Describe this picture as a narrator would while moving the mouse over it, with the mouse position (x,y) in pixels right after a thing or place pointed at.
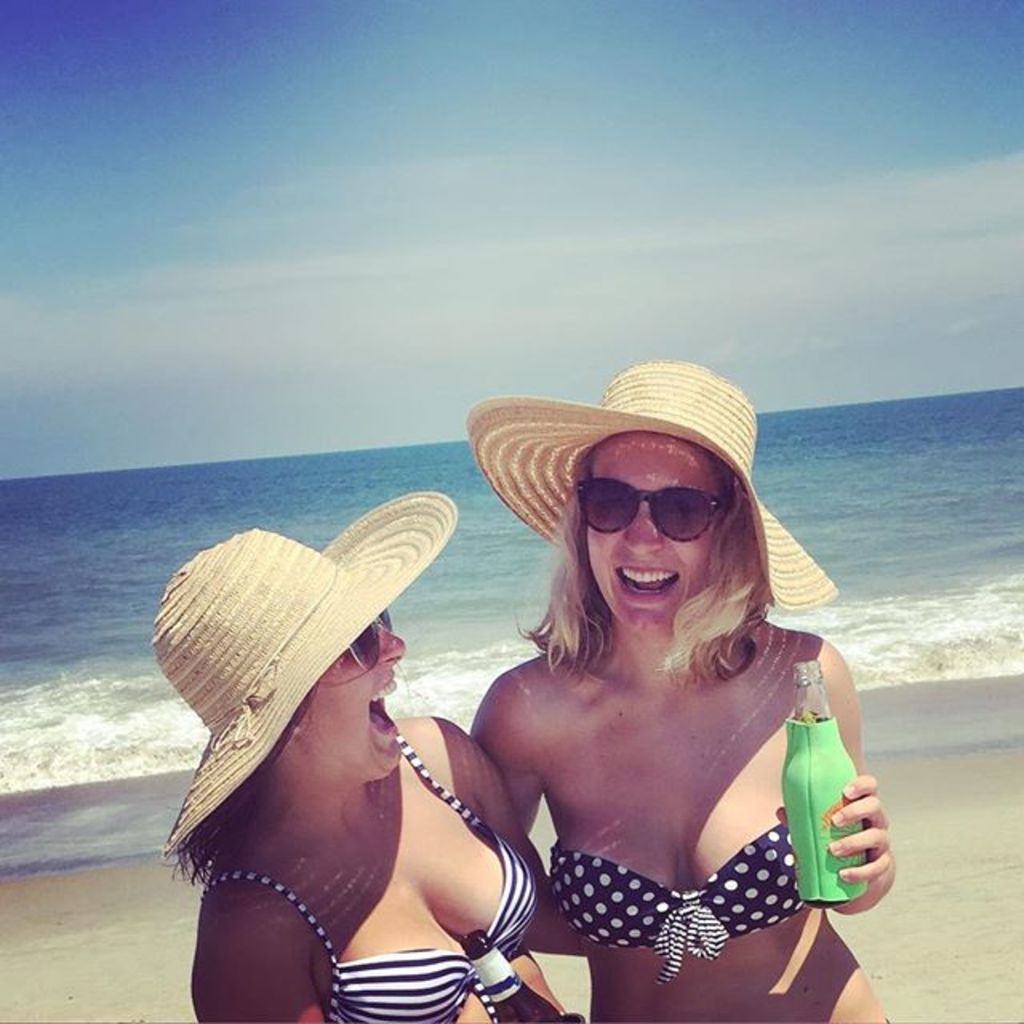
In this image there are two woman (686,831) standing on the land (929,940). They are wearing swimsuit (438,985), goggles (336,672) and hats (397,499). They are holding bottles (509,965) in their hand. Behind them there is water (536,599) having tides (62,755). Top of image (542,218) there is sky (542,218).
